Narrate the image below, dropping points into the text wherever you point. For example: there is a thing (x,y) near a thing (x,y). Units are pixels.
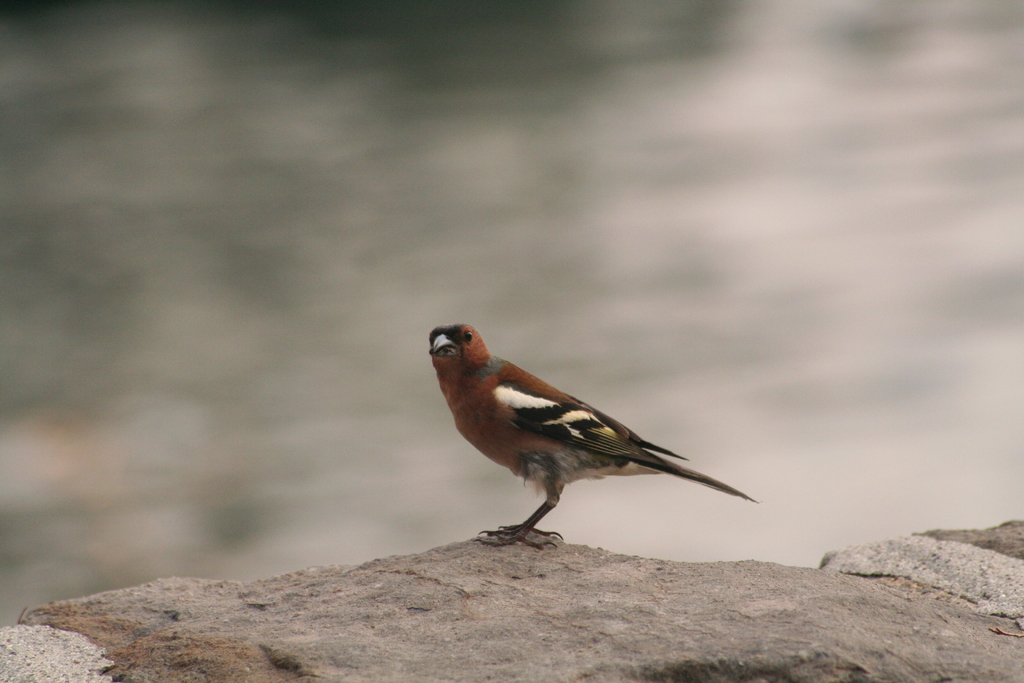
This image consists of a bird (528,402) in brown and black color is standing on a rock (495,606). The background (158,207) is blurred.
